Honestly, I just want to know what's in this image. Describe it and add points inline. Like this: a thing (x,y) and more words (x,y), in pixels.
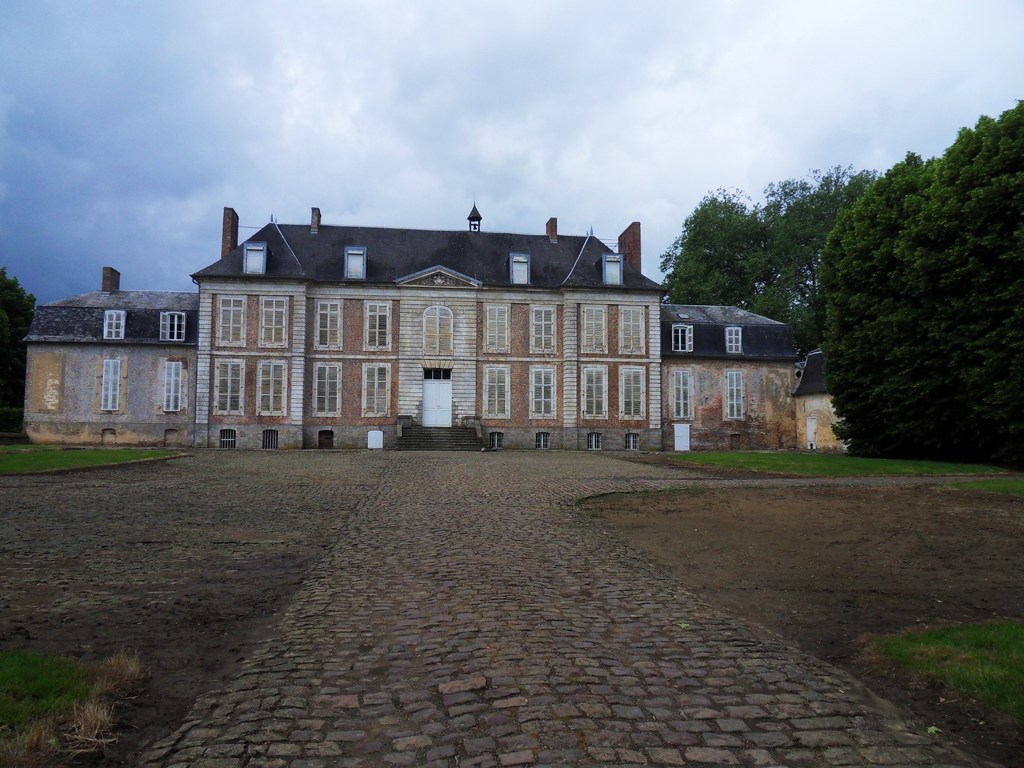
At the bottom of the picture (446,593), we see a pavement (525,628). On the right side (826,269), there are trees (927,364). In the background (512,365), we see a building (394,359) with a black color roof (382,274). This building (263,371) is made up of bricks (512,387) and stone (459,394). It has a white door (439,403) and windows (325,391). In front of the door (451,418), we see a staircase (422,449). On the left side (49,451), we see grass (66,453) and a tree (17,301). At the top of the picture (489,168), we see the sky (489,168).
